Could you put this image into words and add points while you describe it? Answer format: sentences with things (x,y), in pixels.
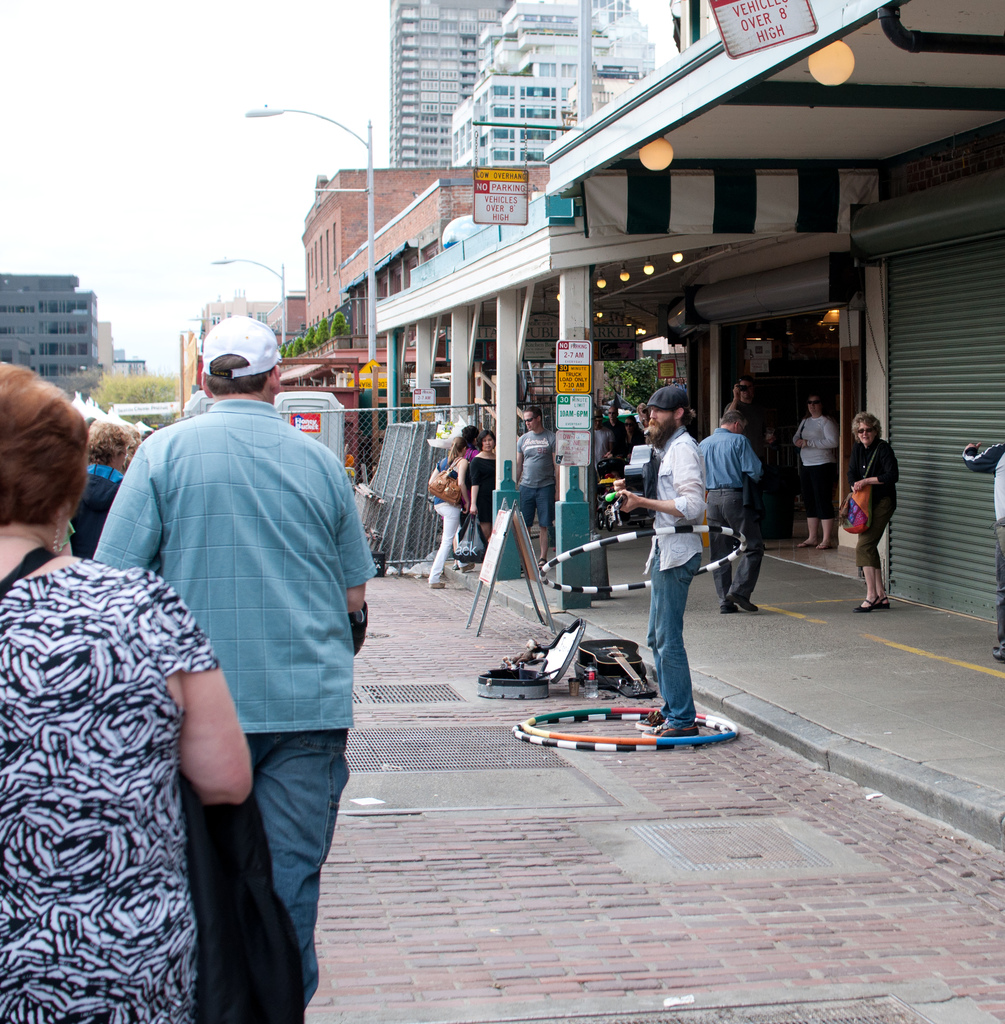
To the left side of the image (119,662) there are people (315,788) walking on the road (517,868). To the right side of the image (870,155) there are buildings (756,56). There are people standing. At the top of the image (244,145) there is sky (187,155). There is a light pole (304,110). At the bottom of the image (532,858) there is road (436,919).
